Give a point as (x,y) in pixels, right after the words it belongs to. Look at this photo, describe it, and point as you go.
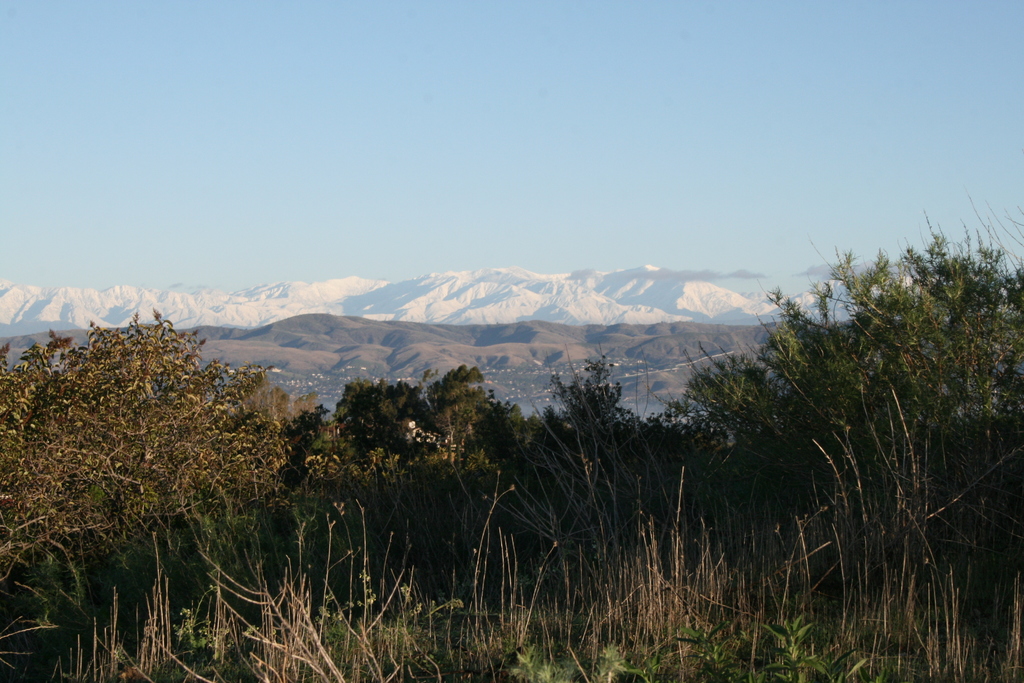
In this image I can see the plants (502,559) and trees (357,440). In the background (404,360) I can see the mountains (429,333) and the sky (356,185).
